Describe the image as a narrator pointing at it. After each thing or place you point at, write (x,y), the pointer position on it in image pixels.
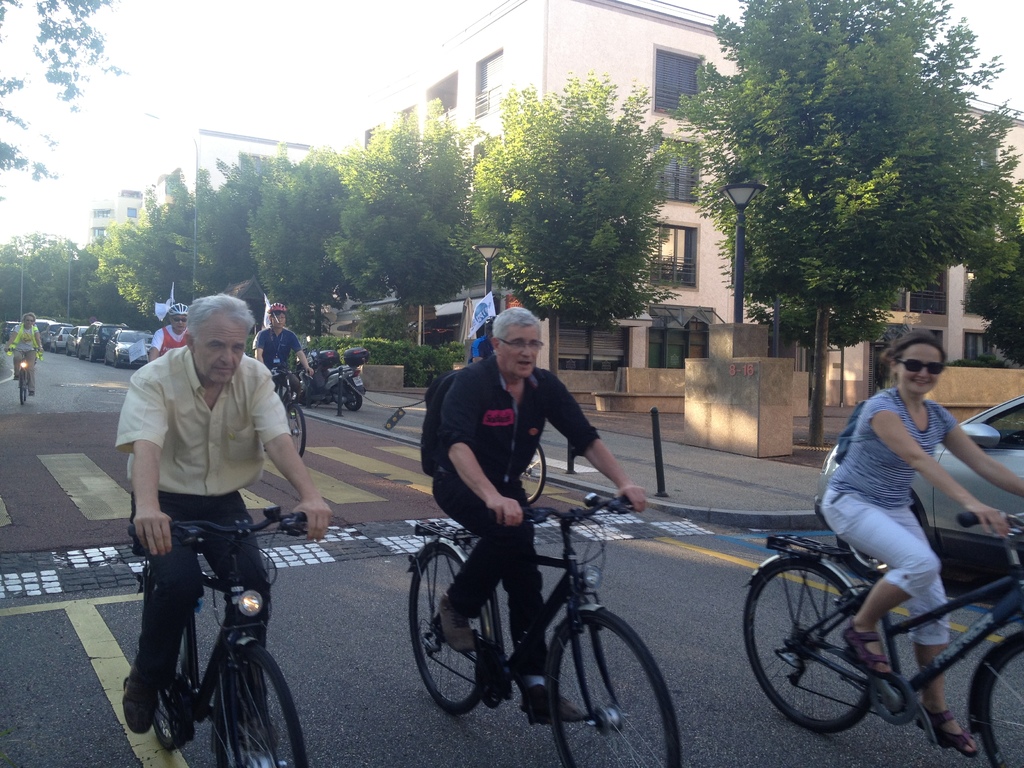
This is the picture of the inside of the city (249,531) on the road (28,409). There are group of people (565,698) riding bicycle (677,745) on the road (675,576) and there are cars (115,346) parking on the road (77,366). At the back (479,243) there are trees (484,242), and there is a building (667,79) behind the tree (681,151). At the top (263,38) there is a sky (279,47).
